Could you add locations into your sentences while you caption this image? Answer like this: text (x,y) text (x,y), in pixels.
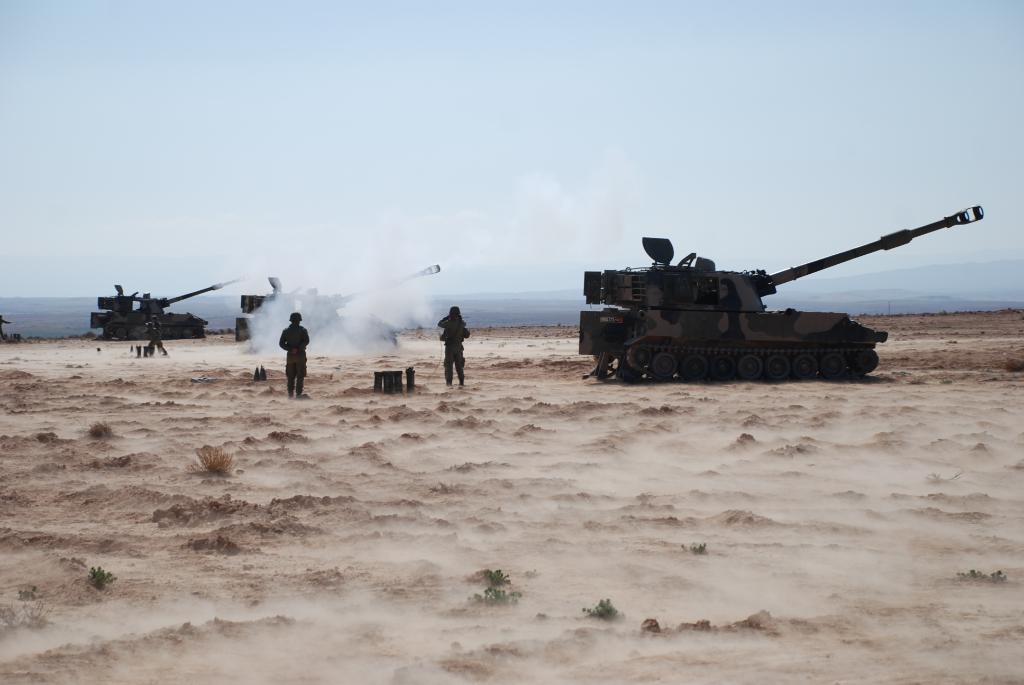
In this image there is the sky (711,151) truncated towards the top of the image (752,125), there are military tanks (618,294), there are persons (296,334) standing, there are objects (377,377) on the ground (227,367), there are plants (609,609), there is sand (134,578) truncated towards the bottom of the image (578,640), there is sand (1002,398) truncated towards the right of the image (979,437), there is sand (144,554) truncated towards the left of the image (60,477), there is an object (0,322) truncated towards the left of the image (0,335).
